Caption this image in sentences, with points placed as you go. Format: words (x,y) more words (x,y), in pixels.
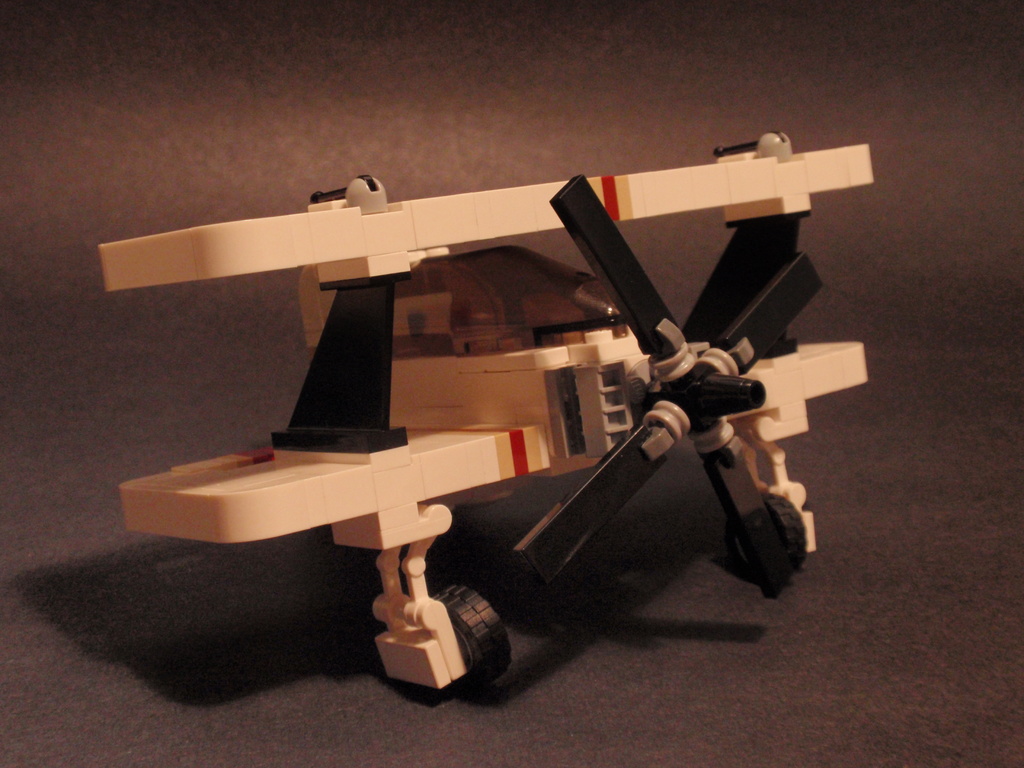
In this image we can see a model of aircraft (521,326).
